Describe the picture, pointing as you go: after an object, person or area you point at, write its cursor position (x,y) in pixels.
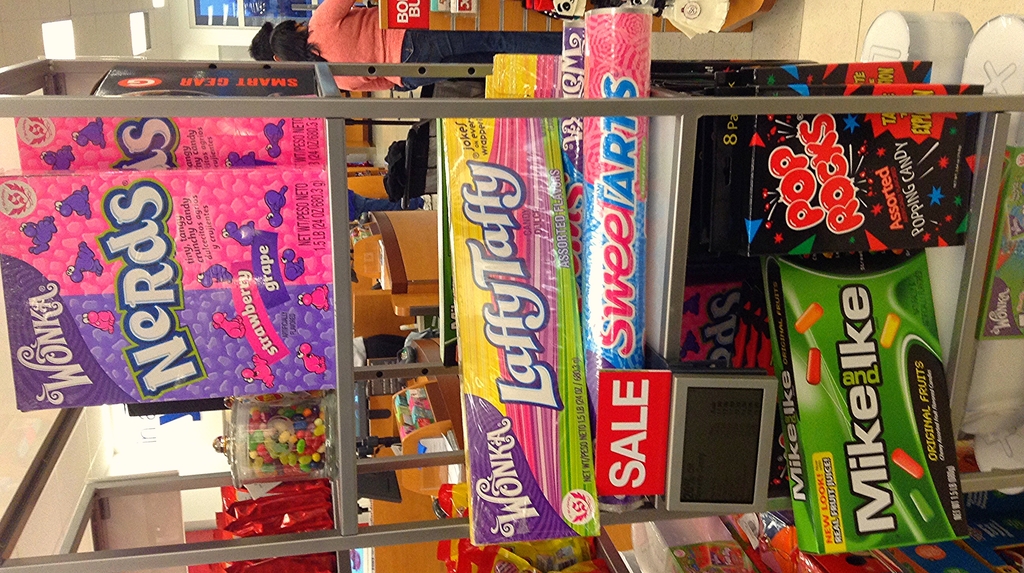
On the left (236,244) we can see candies (274,451), light (112,434), ceiling (98,442), packet (246,521), wooden desks (395,222), person (368,210) and various objects (468,5). In the middle of the picture (462,300) we can see people (437,40), desks (455,385), rack (431,459) and various objects (592,249). On the right (933,98) there are boxes (860,299) and floor (814,17). At the bottom (608,550) we can see packets (669,541) in the racks (588,107).
